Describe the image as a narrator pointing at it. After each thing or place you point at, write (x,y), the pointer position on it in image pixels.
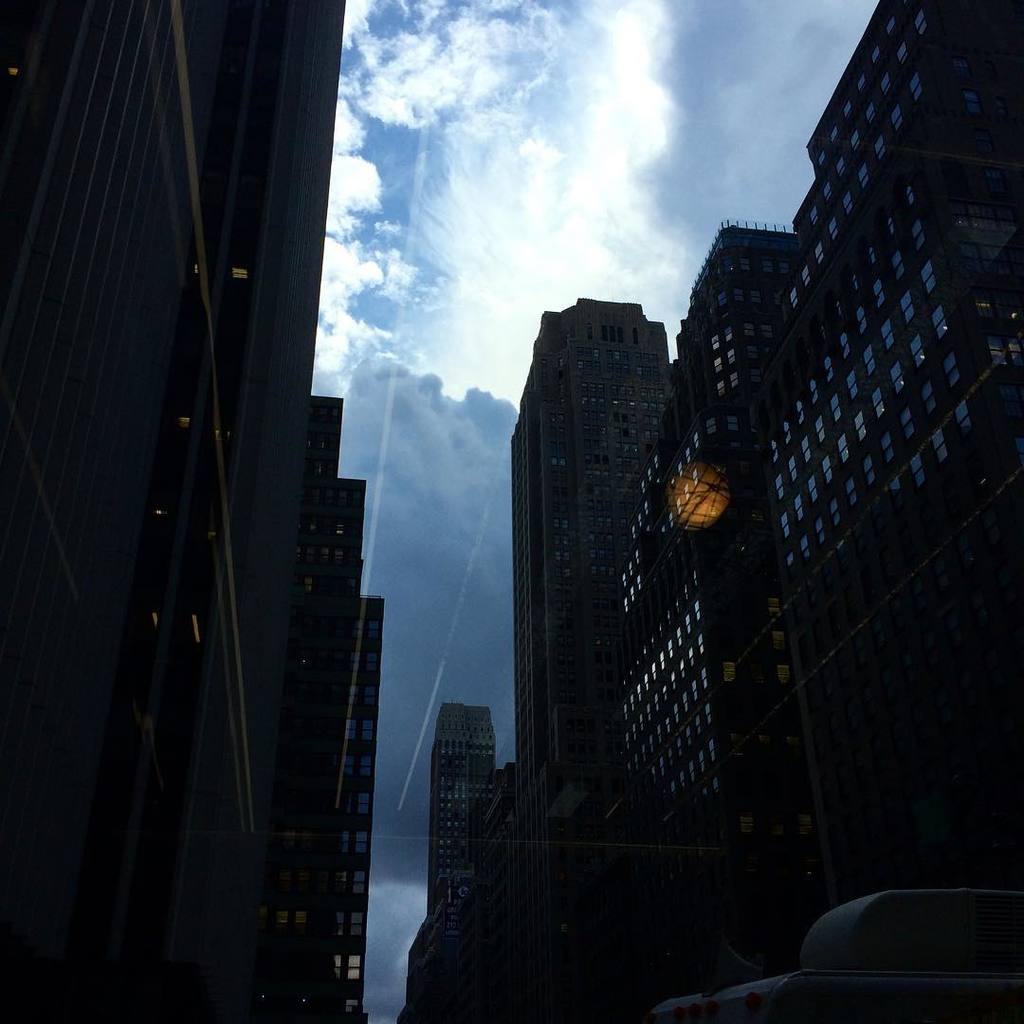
In this picture there are buildings (556,631). In the foreground (794,984) there are vehicles (864,946). Sky (487,500) is cloudy.
